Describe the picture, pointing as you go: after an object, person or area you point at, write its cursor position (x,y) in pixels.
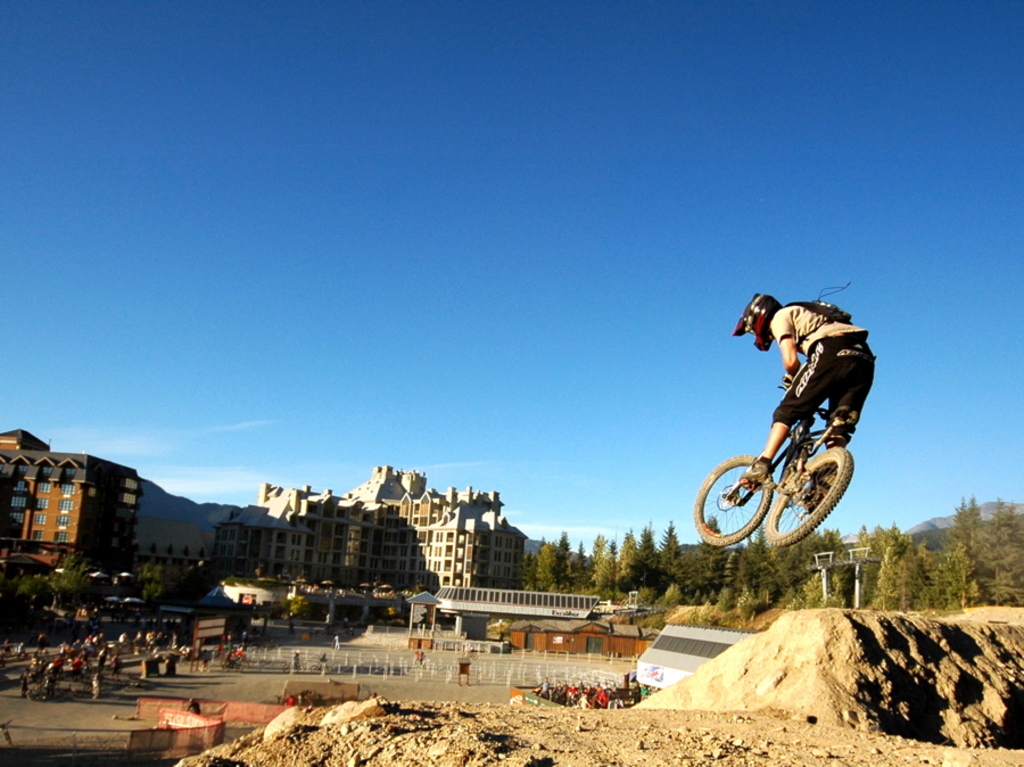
In this image I can see a person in air holding a bi-cycle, background (891,594) I can see few other persons (606,694), buildings (504,529) in cream and brown color, trees (574,564) in green color and sky (352,353) in blue and white color.
